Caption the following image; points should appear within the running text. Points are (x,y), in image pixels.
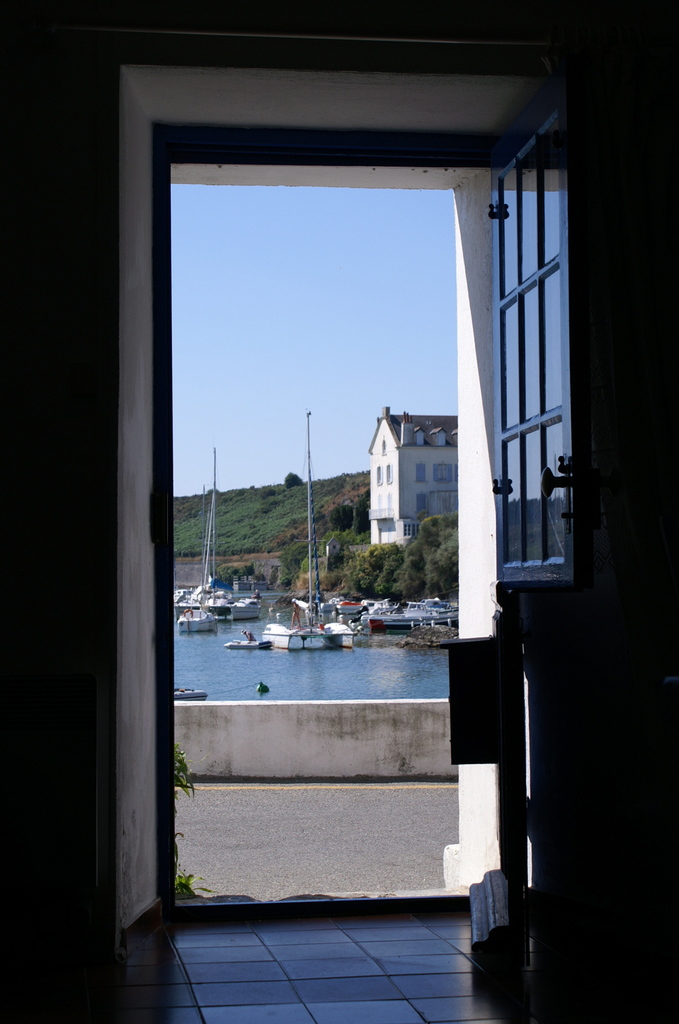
This is an inside view. On the right side (517,529) there is a door (508,491) and on the left side (118,463) I can see the wall (100,686). In the background (196,621) there are few boats (199,630) on the water (293,664) and also I can see a building (381,507) and many trees (341,563). At the top (328,301) I can see the sky (237,332).
